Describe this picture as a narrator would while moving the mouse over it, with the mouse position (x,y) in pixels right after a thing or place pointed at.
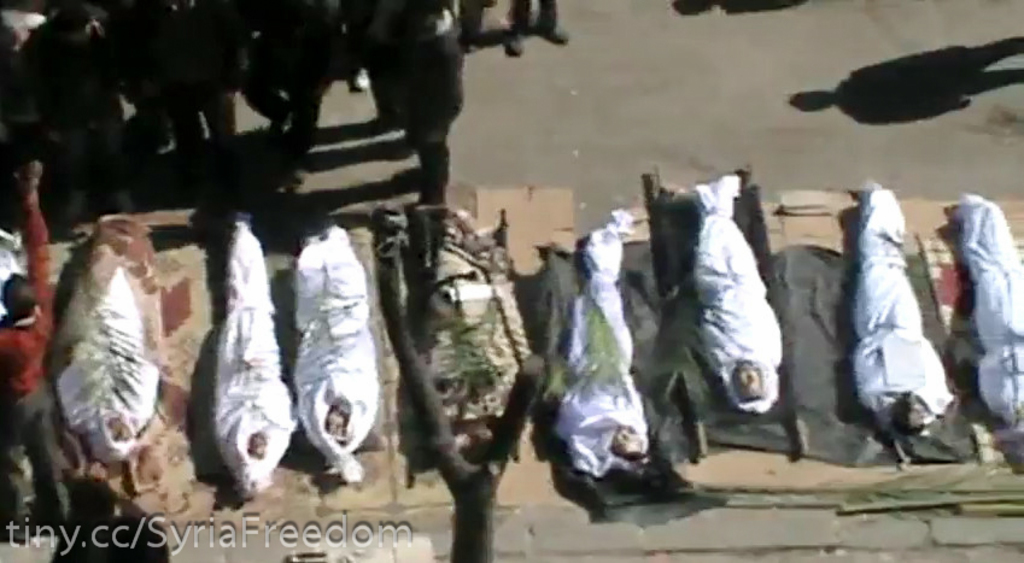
In the picture I can see people (437,84) are standing on the ground (371,176). I can also see something covered with white clothes (362,311). On the left bottom of the image (95,537) I can see watermarks (128,535).
